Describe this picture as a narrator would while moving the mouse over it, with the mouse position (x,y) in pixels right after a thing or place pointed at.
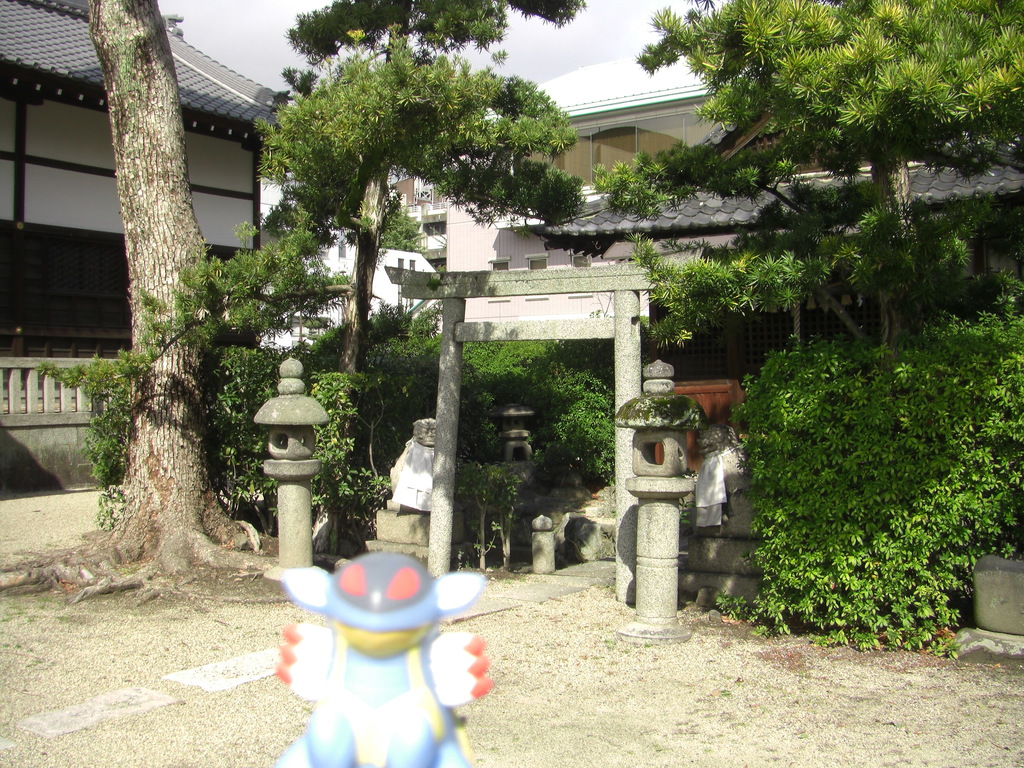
In the foreground of this image (357,638), there is a toy (370,660). In the background (634,404), there is a stone entrance (441,449), poles (300,473), trees (430,148), houses (249,128) and the cloud (227,23).
